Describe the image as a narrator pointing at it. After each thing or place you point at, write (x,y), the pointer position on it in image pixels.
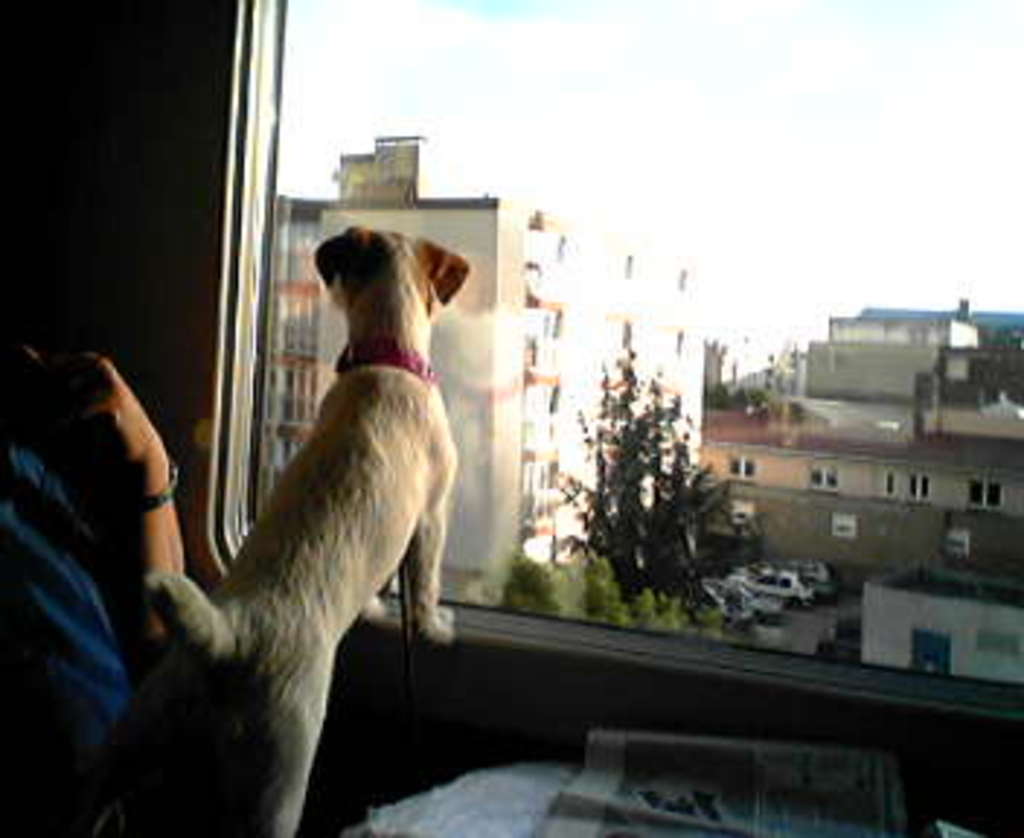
On the left side of the image (104,550) there is a person (138,535). There is a dog (283,606). In front of them there is a table (899,752) and on top of it there is a newspaper (789,799). There is a glass window (785,418) through which we can see buildings (734,497), trees (647,611) and sky (836,105).
